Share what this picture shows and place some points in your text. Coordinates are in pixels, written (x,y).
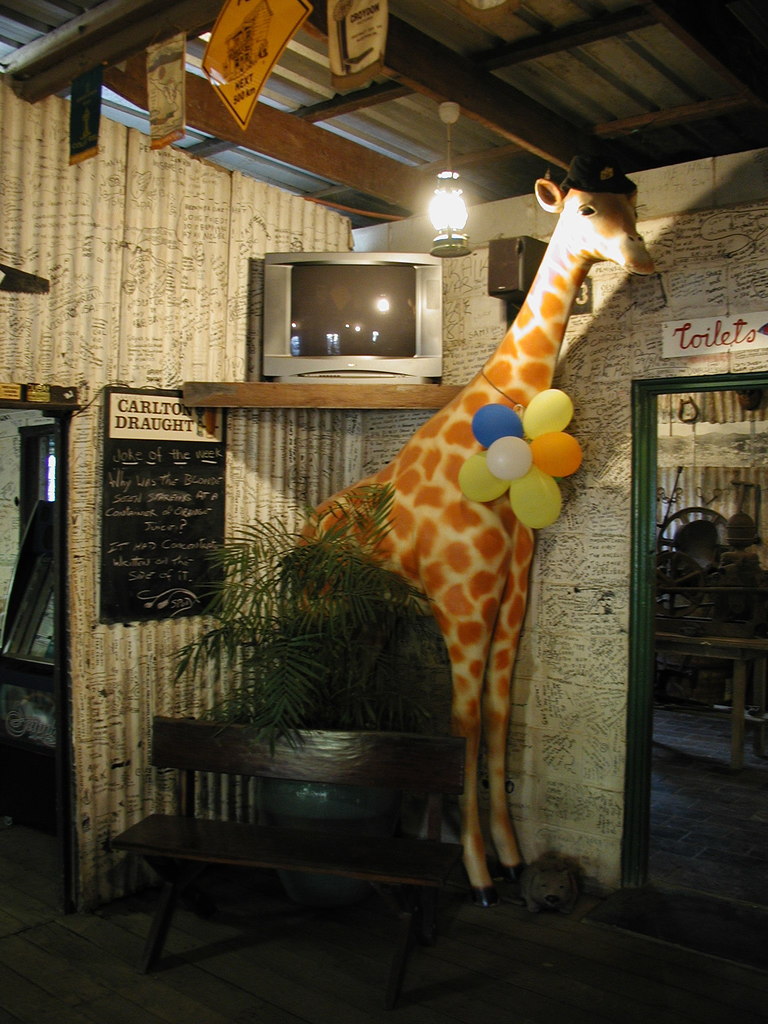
In the image we can see there is a statue of giraffe (508,504) standing and there are balloons (514,480) which are tied to the neck (544,374) of giraffe statue (500,650). The television (374,332) is kept on the rack (330,403) and there is a blackboard (142,493) on the wall (125,702). In front (362,860) there is a bench (294,859) kept on the ground (254,906).
